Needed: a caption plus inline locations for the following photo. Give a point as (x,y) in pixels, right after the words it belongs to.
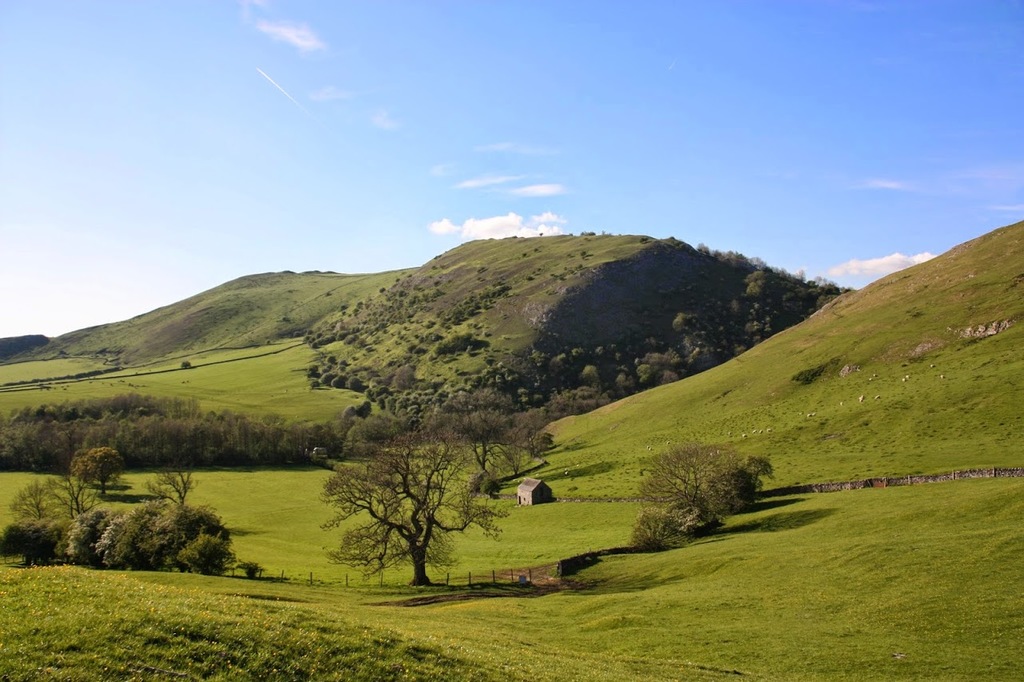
In the picture I can see grassland (863,563), trees (457,353), fence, house (528,496), hills (985,329) and the blue sky (455,239) with clouds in the background (784,181).
